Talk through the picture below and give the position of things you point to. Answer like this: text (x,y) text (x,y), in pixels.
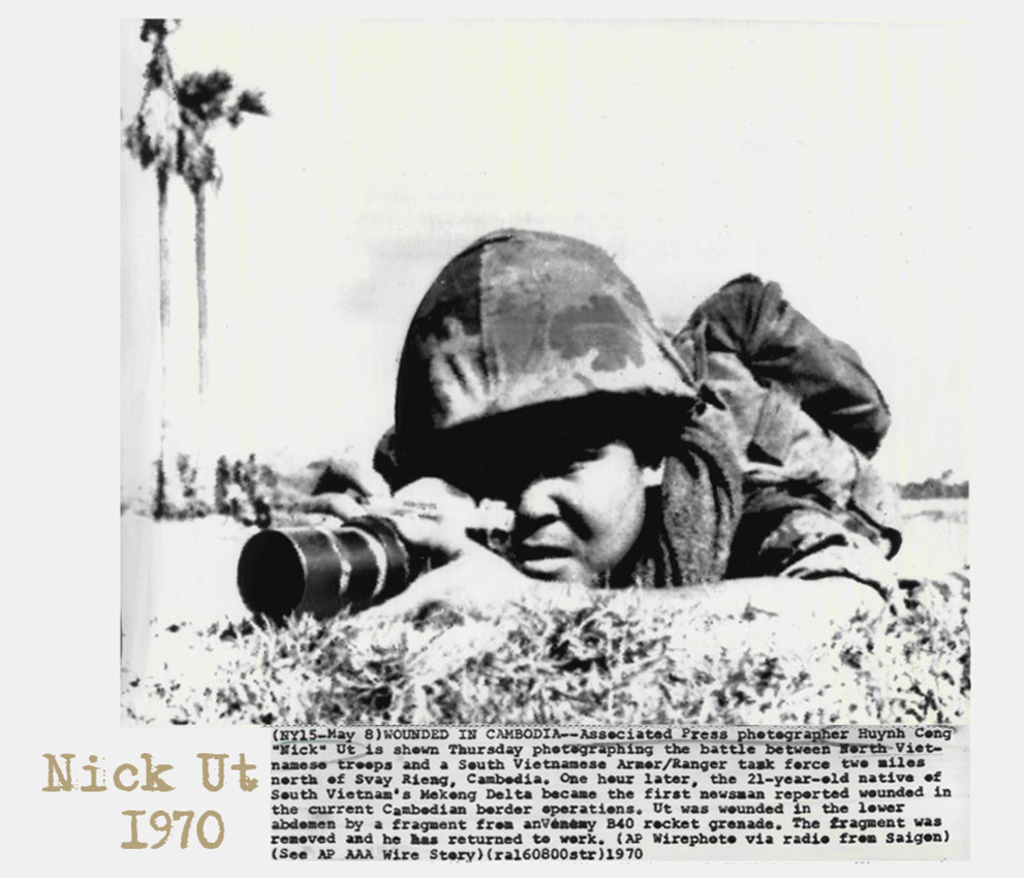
This is a black and white image. In this image there is a person (553,463) wearing helmet (464,344) is holding a bag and camera (392,545). On the left side (169,292) there are trees (217,470). Also something is written on the image.
